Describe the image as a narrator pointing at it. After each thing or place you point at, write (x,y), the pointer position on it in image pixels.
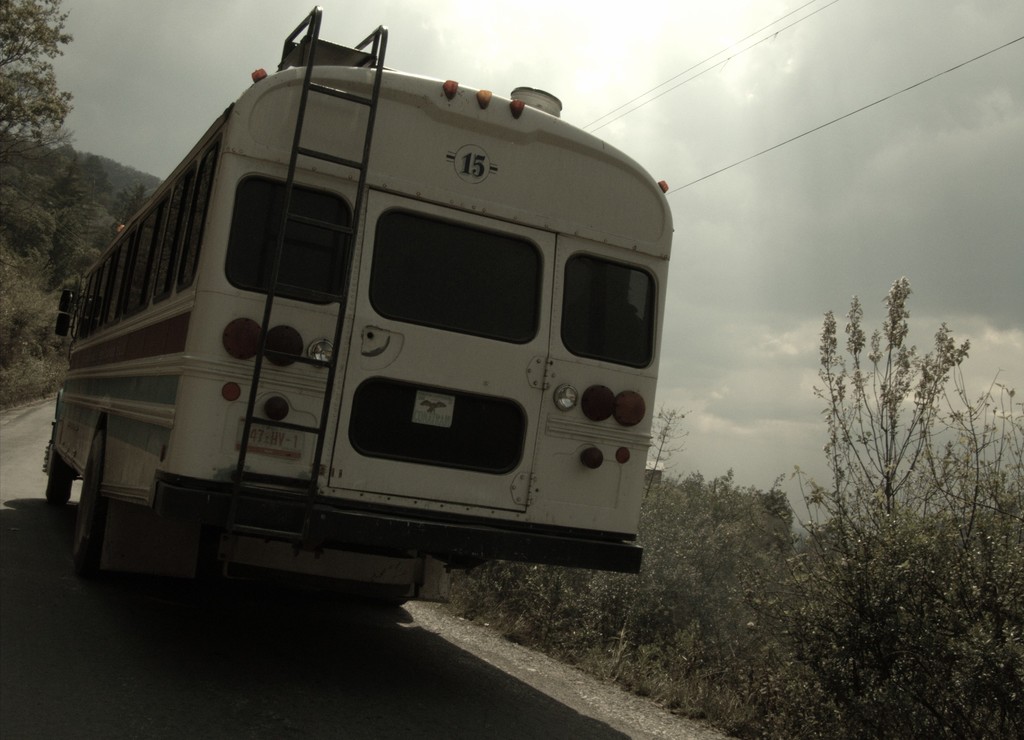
In the foreground of this image (281,452), there is a bus (281,566) moving on the road (160,698). On either side, there are trees (819,608). At the top (200,23), there is the sky (218,26), cables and the sun (602,39).
